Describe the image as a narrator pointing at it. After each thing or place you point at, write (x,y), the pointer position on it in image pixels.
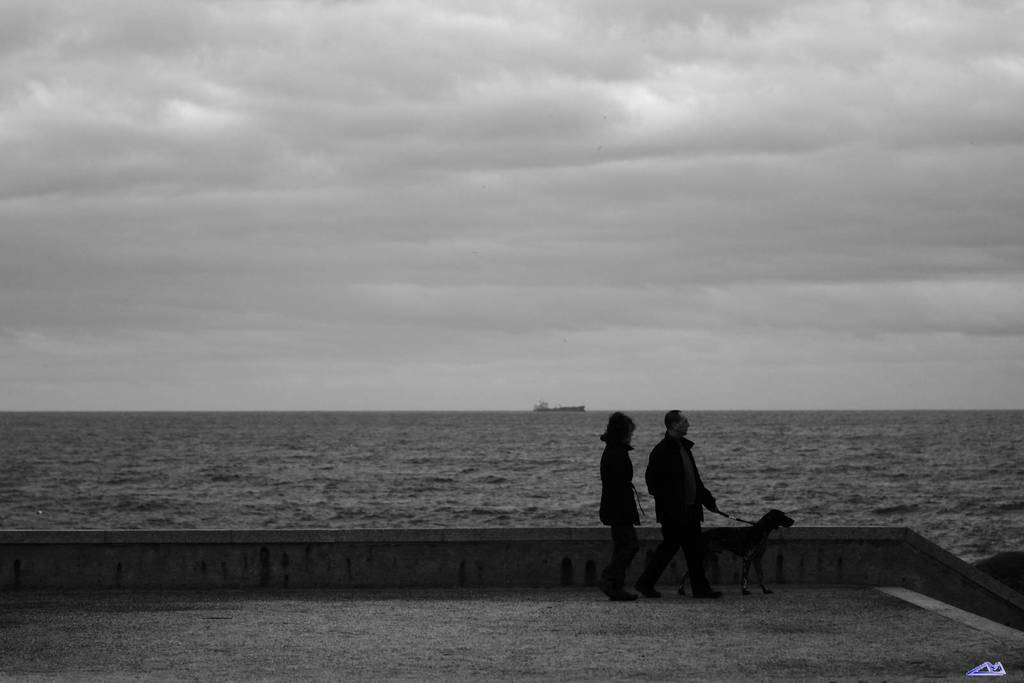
this picture consists of ocean (33,443), on the ocean (14,441) I can see a boat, in front of ocean (830,499) I can see a road (274,589) on the road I can see two persons (630,507) and a dog (761,520) at the top (269,166) I can see the sky (283,151) and the sky (283,151) is cloudy.
